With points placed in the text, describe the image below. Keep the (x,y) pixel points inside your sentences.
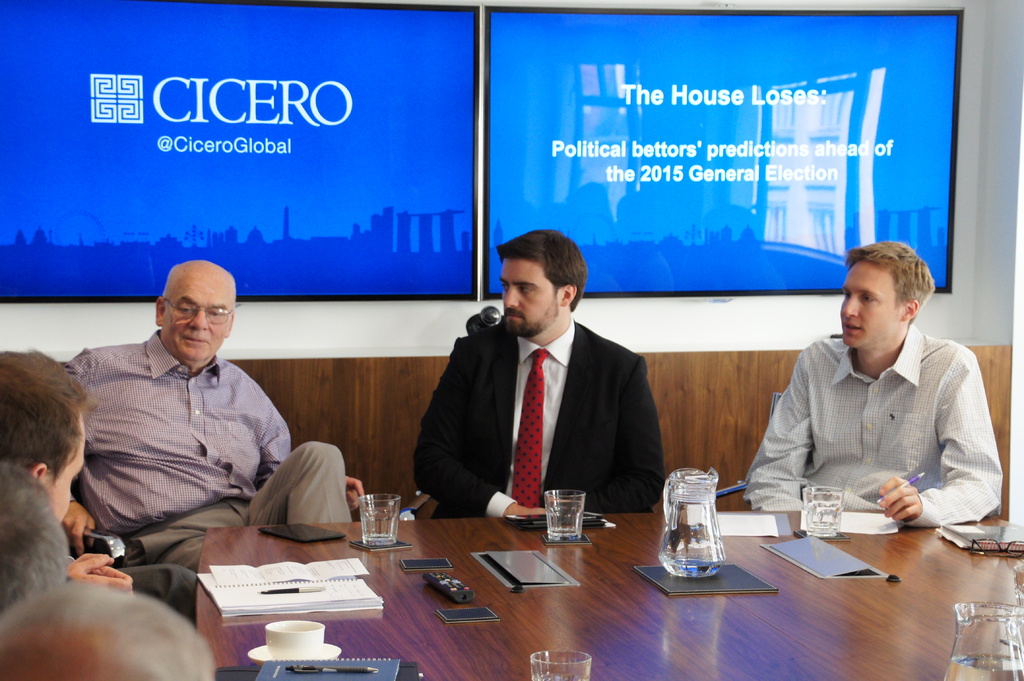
In this image there are a group of people (535,431) who are sitting, and at the bottom (258,564) there is a table (552,607). On the table (437,594) there are some books (340,590), pens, glasses (363,533), cup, saucer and some other objects (509,559). In the background (199,133) there are two televisions (503,220) on the wall (820,322).
